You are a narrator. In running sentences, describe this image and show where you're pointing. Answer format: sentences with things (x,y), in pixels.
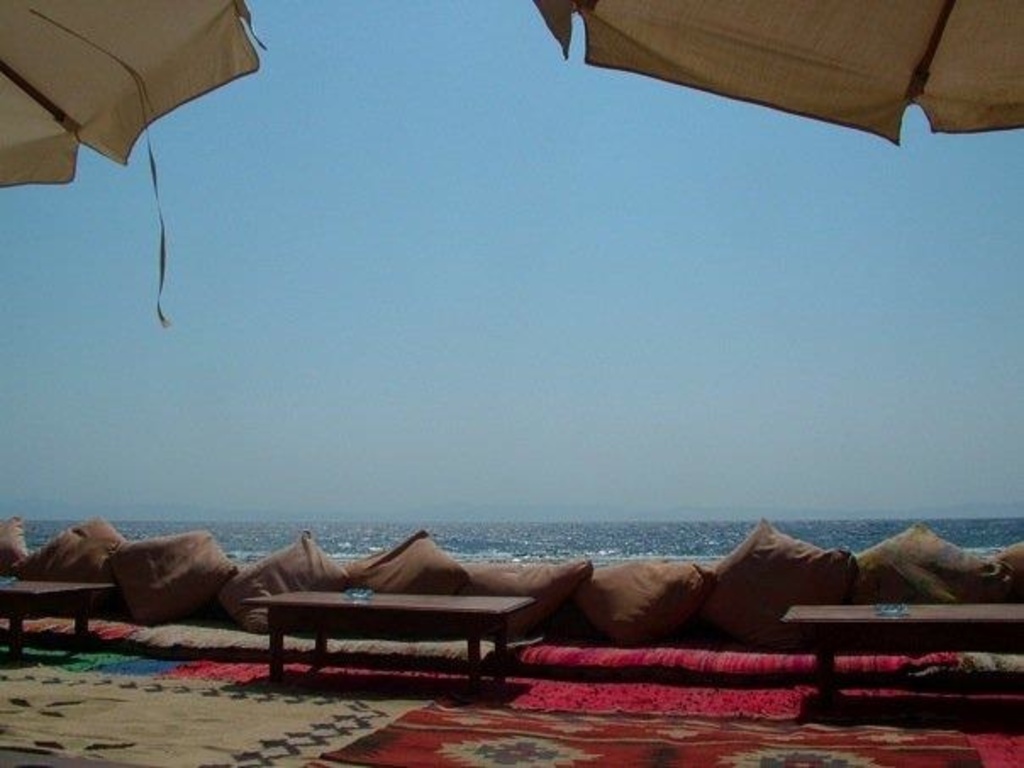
This is a seating area (267,620) with umbrellas (122,36) and there are tables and pillows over here. In the background (581,333) there is a sky (533,445).
